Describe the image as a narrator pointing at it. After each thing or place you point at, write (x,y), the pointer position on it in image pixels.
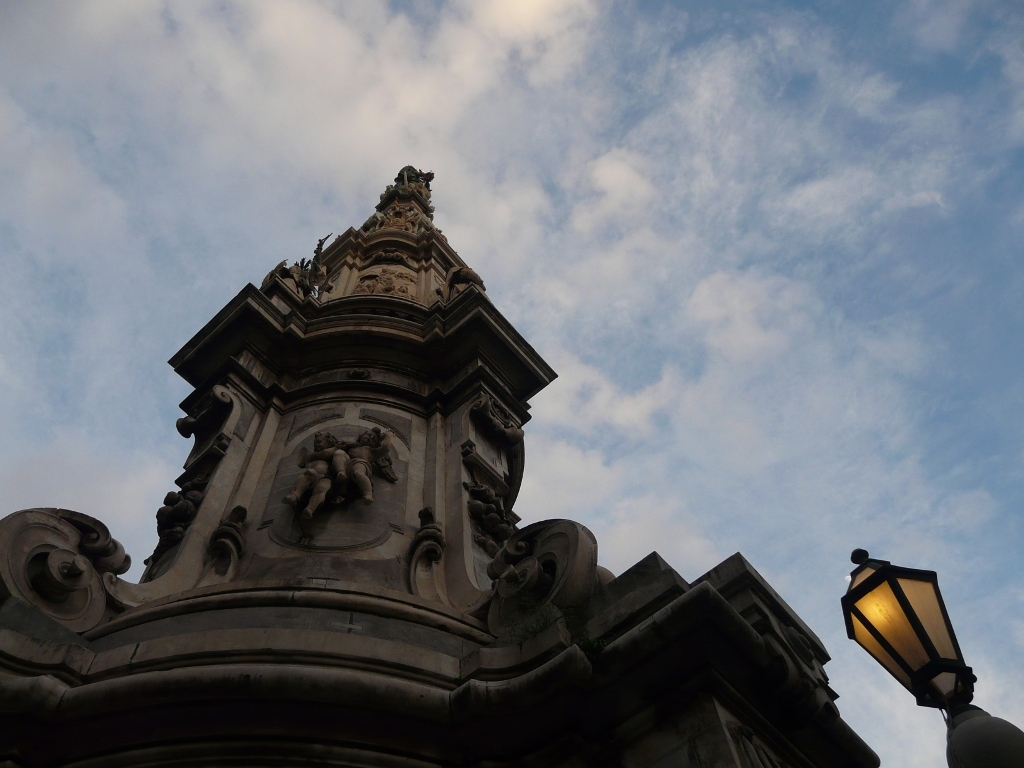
This is a picture of a building (372,407) with sculptures (509,510), light (888,608), and in the background (864,510) there is sky (560,506).
